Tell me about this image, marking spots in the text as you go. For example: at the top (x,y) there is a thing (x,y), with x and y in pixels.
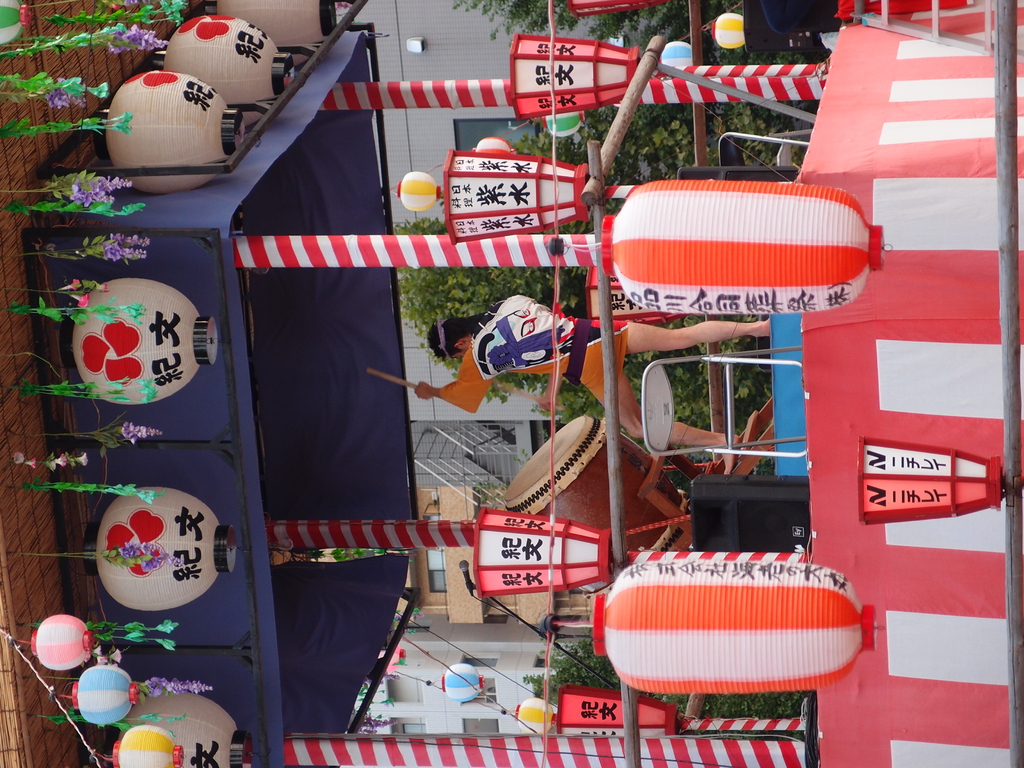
In this image I can see a colorful design tent (948,354), under the tent (65,508) I can see a person (461,330), on the tent (120,615) I can see colorful decoration (110,649) and red color poles (707,86) and beside the tent (816,149) I can see bushes (635,177).
